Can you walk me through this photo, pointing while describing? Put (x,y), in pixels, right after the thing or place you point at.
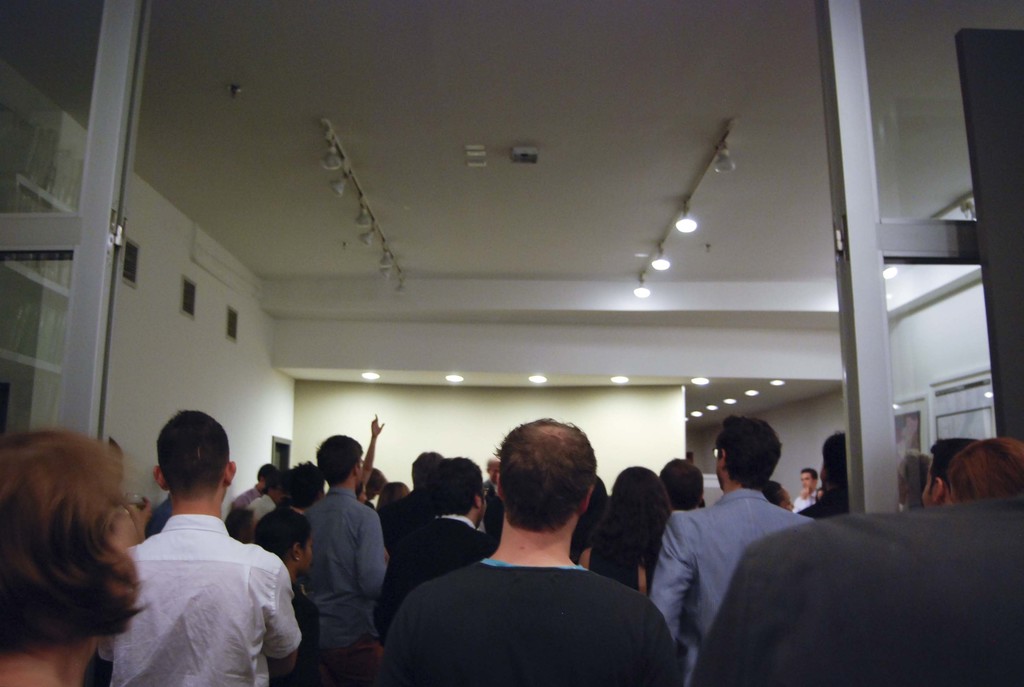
In this image I can see the group of people (410,552) with different color dresses (320,573). In the background (295,442) there is a wall (295,442) and the many lights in the top (361,215). I can also see some frames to the right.
